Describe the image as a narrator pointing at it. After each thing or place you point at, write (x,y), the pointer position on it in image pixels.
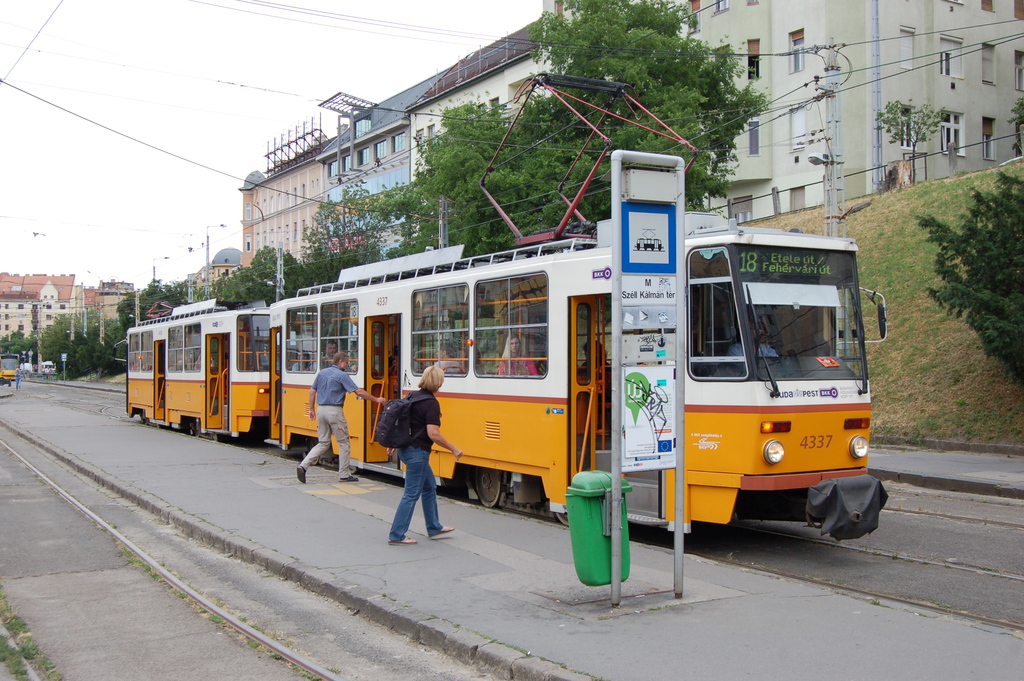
In this image there is a street train (572,359), two persons (324,380) are boarding into the train (549,440), and there is a pole (618,386), dustbin (622,538), in the background (97,351) there are trees (544,151), buildings (330,189) and the sky (365,36).
